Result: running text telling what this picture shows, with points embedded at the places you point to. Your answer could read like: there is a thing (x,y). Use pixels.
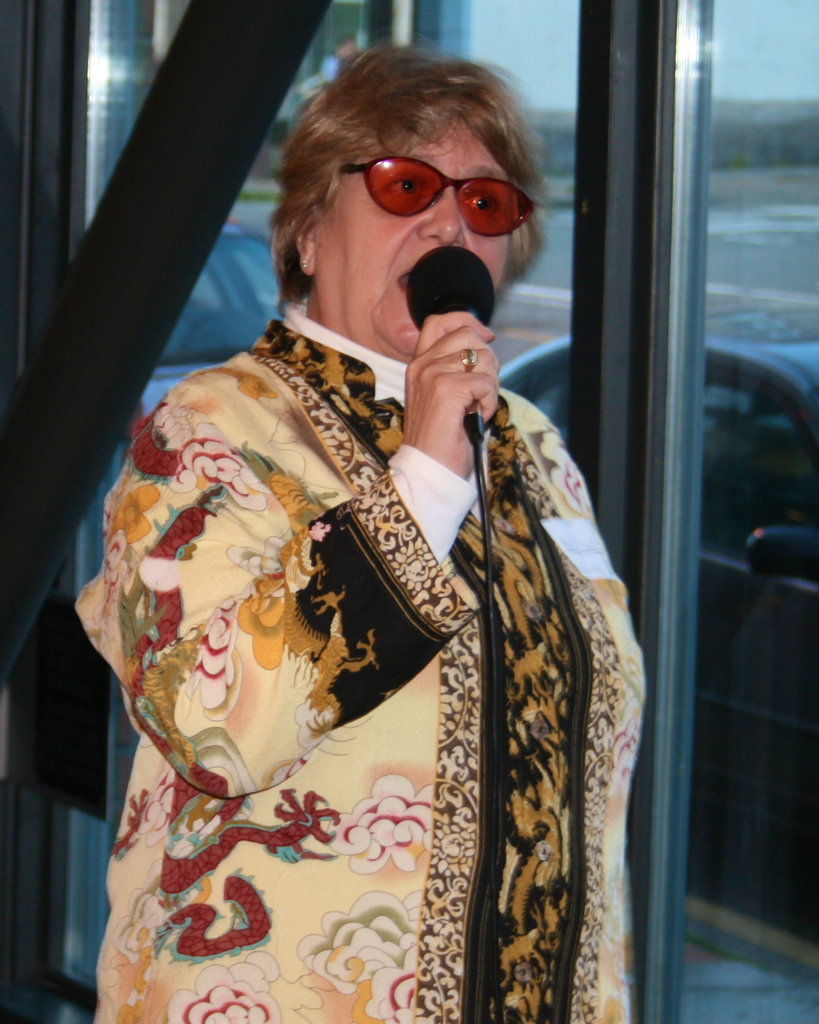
In this picture I can see a woman (358,510) is standing. The woman (440,339) is holding a microphone (468,293). The woman (467,366) is wearing shades (477,217) and a dress (354,682). In the background (753,464) I can see vehicles (759,603).
